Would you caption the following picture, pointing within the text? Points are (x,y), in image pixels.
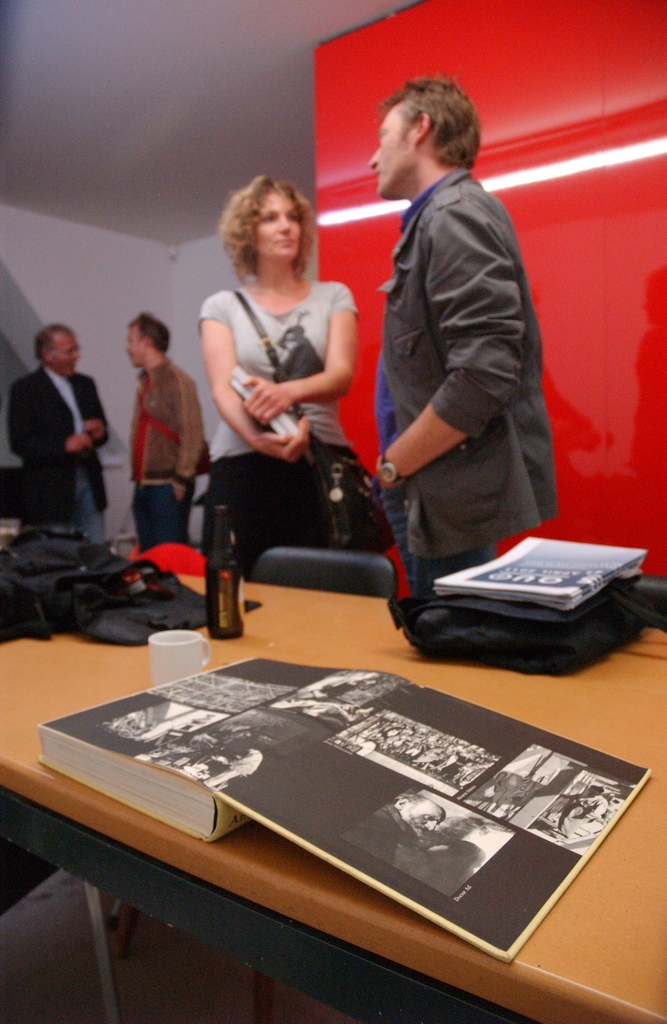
A man (400,410) and woman (311,320) are talking to each other. There are two men (190,420) at a distance talking to each other behind them.
